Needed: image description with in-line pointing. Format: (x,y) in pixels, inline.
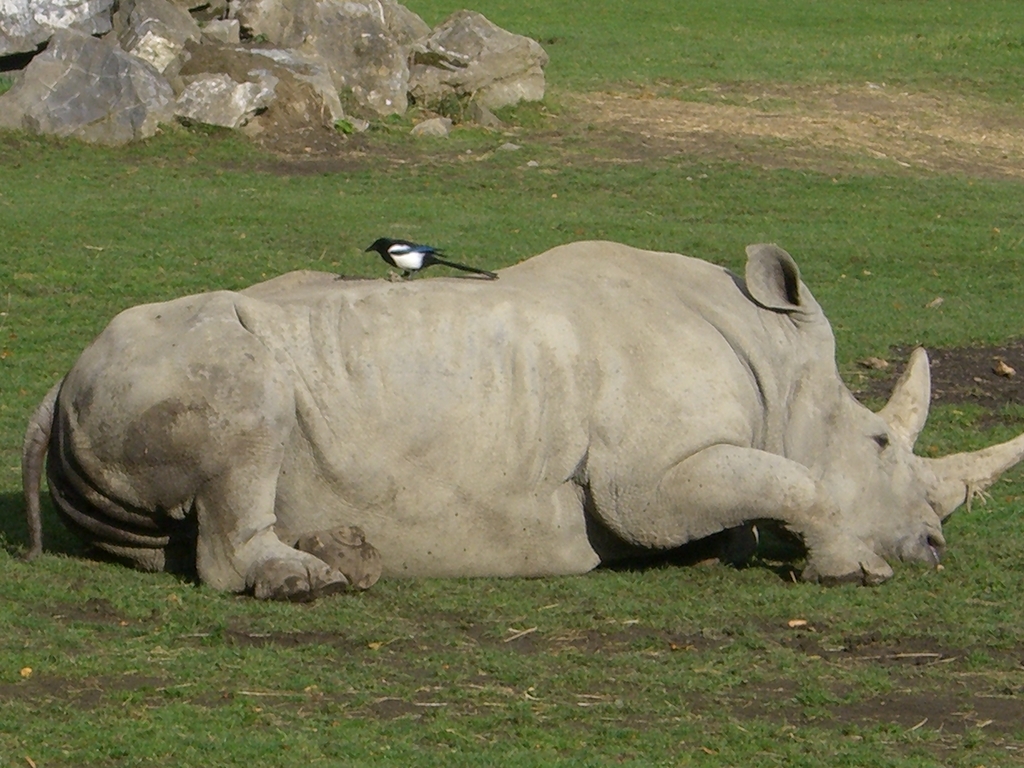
In the image there is a rhinoceros (316,390) laying on the grass (395,210) and small bird (417,257) is standing upon the rhinoceros (528,318), behind the animal (143,312) there are many rocks (289,79).
